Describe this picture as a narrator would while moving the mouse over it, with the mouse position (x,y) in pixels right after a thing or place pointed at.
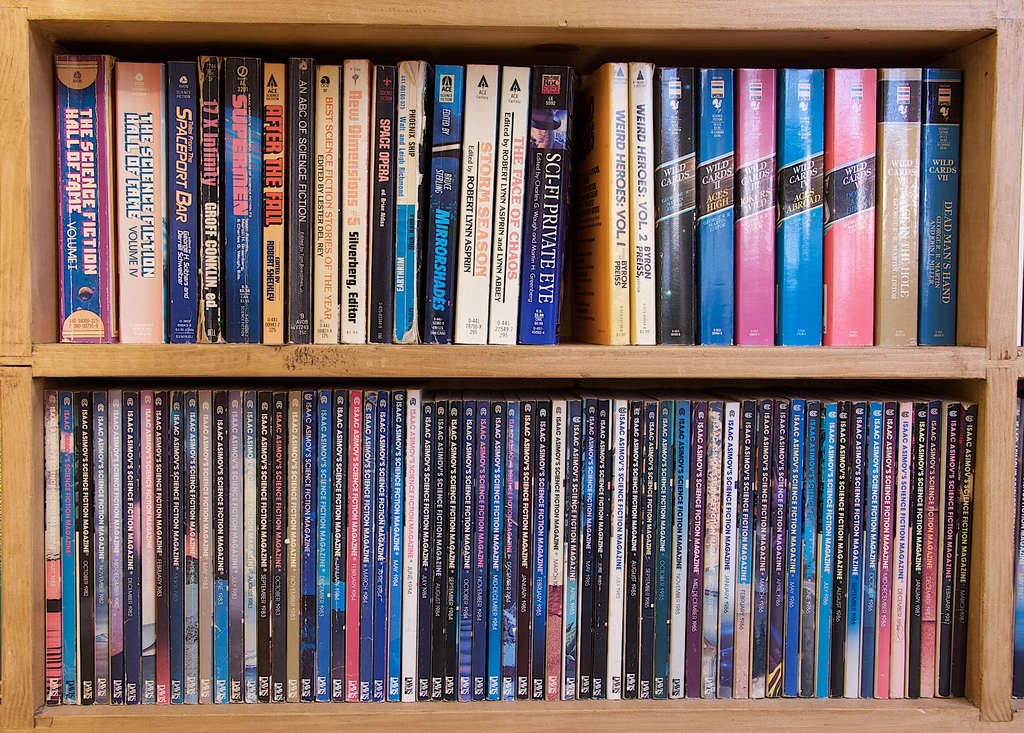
In this picture we can see a wooden shelf unit (829,715) full of books (56,691) inside the shelf (19,665).
